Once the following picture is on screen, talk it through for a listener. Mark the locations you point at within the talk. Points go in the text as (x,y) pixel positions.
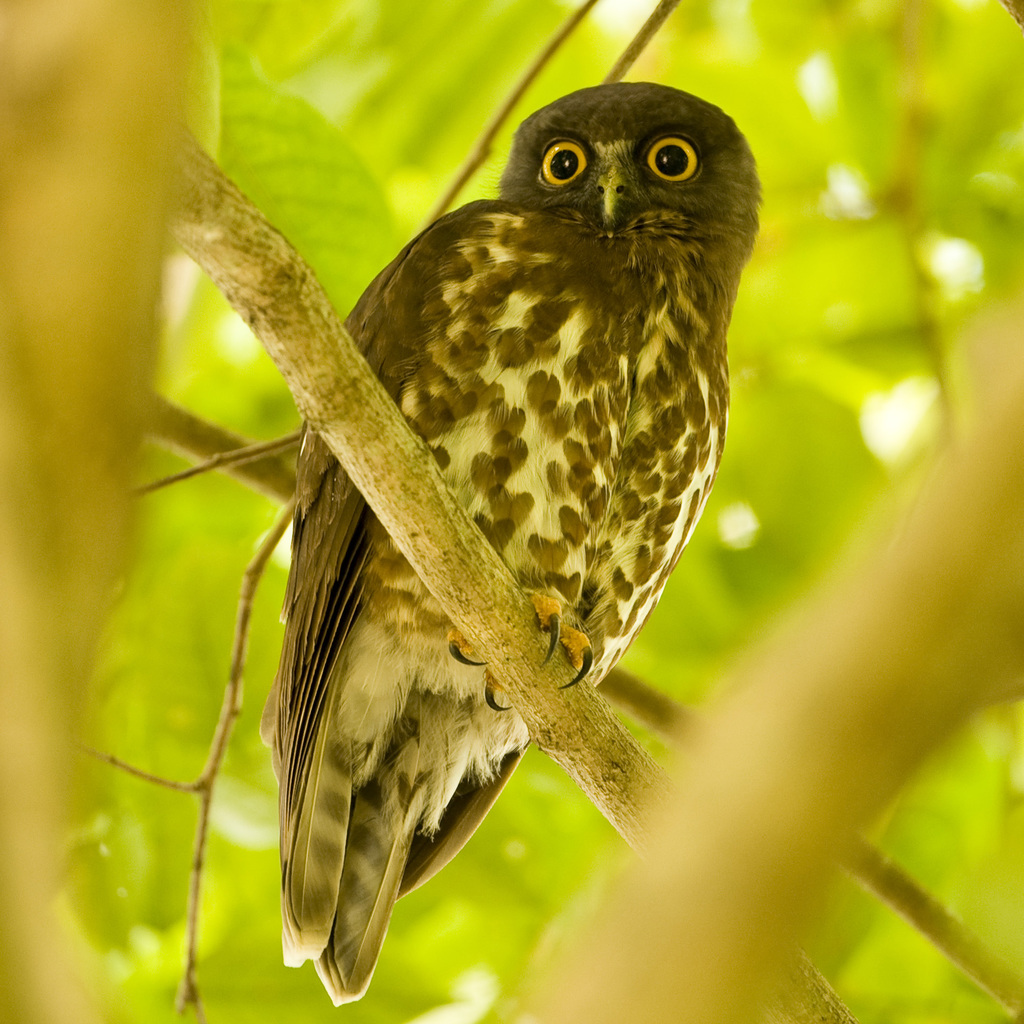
In this image in the center (513,514) there is an owl (437,607) on a tree (458,530), and there is a blurry background (262,187).
